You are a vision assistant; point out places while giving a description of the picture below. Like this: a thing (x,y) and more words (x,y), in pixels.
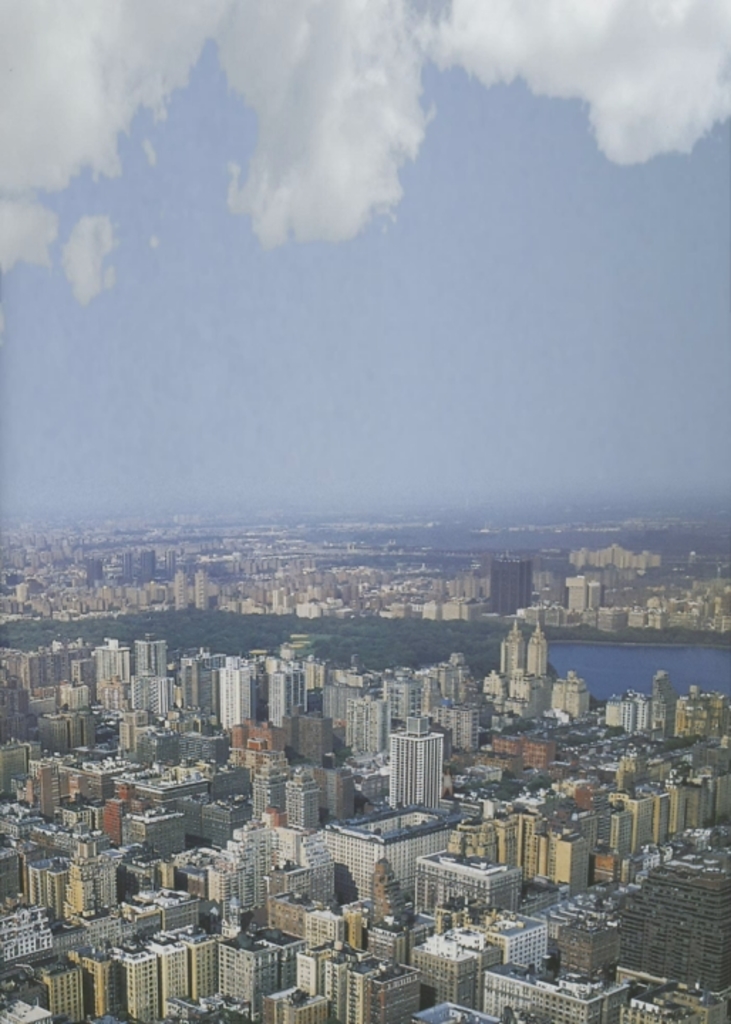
In this picture I can see the city (422,912). At the bottom (690,854) I can see the skyscrapers (719,888), buildings (664,694) and sheds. In the center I can see the lake (649,669). At the top (242,55) I can see the sky (241,163) and clouds (85,264).
